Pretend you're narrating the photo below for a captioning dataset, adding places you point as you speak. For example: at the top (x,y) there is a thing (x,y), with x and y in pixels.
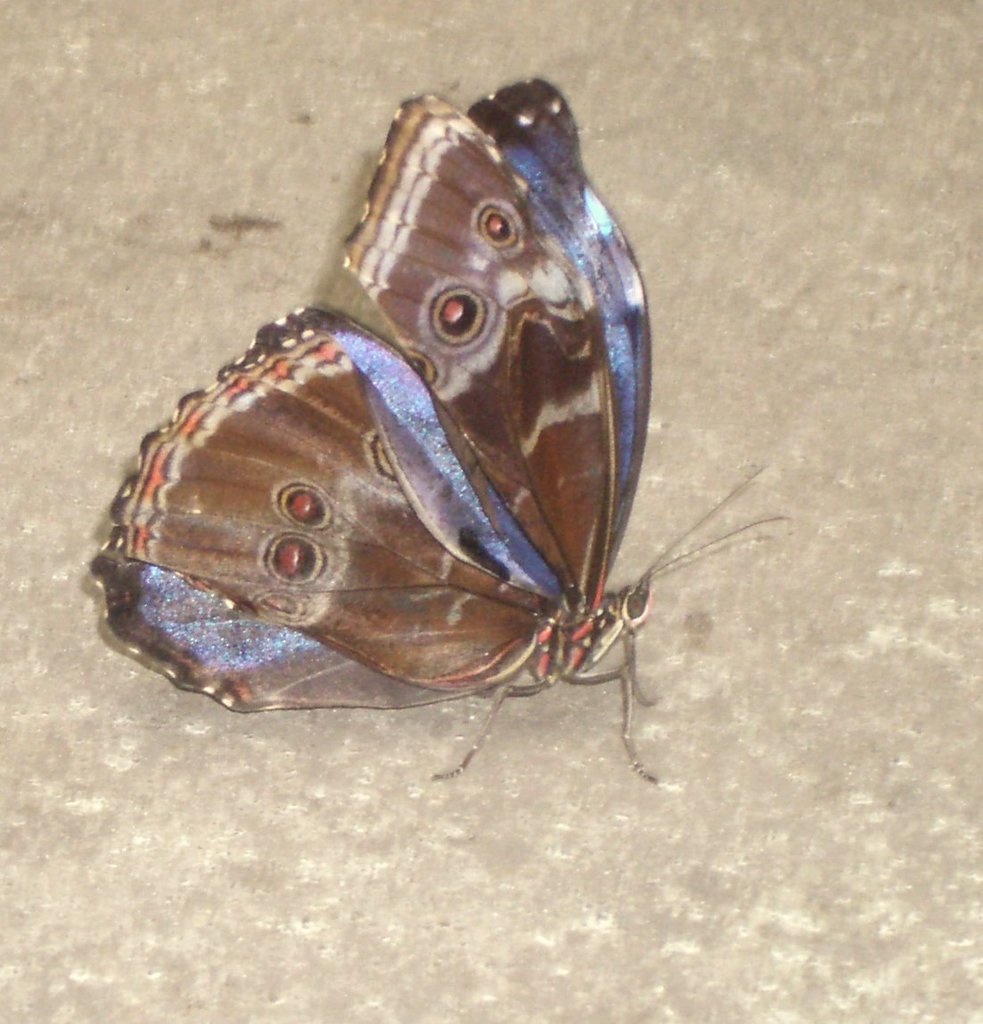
In this image we can see a butterfly (504,557). A butterfly (409,466) is in multiple colors.
